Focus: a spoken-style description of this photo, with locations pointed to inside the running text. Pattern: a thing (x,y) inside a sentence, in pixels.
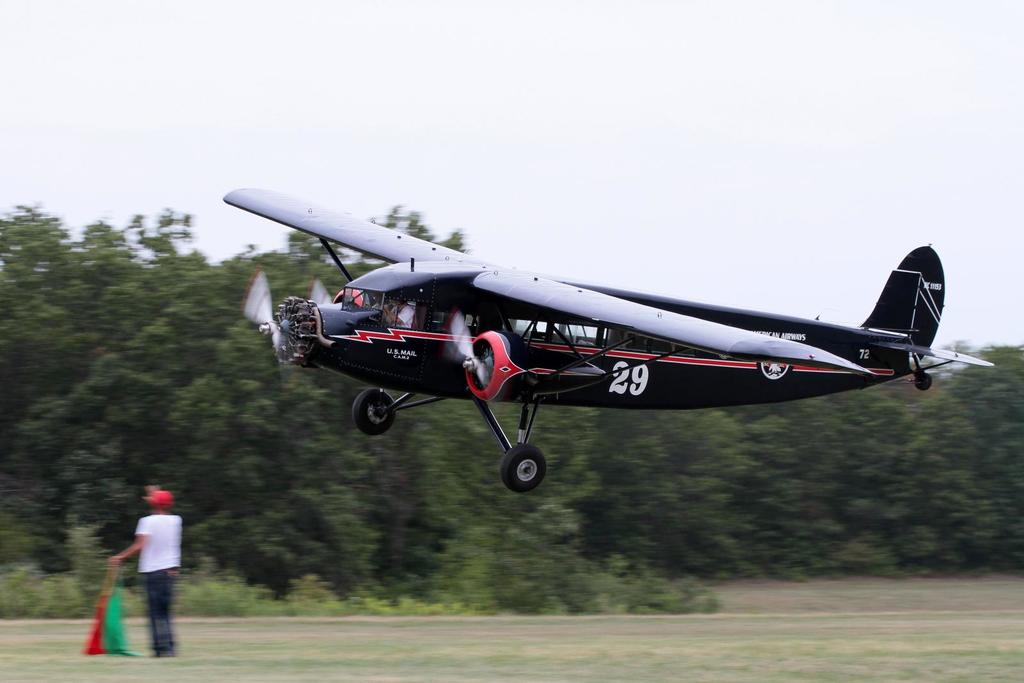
In the center of the image (572,331) there is a aeroplane (440,386) in the air. In the background (455,425) we can see person (164,575) holding flags (126,646), grass (721,603), trees (639,525) and sky (405,66).
